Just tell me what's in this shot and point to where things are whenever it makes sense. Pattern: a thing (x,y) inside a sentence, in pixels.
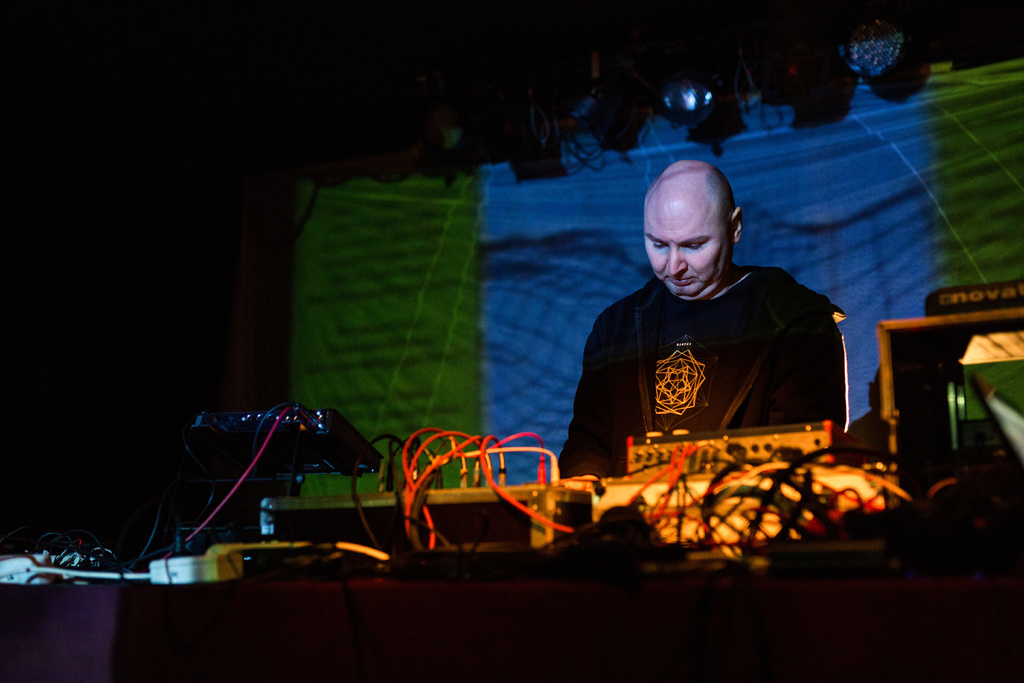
In this picture I can observe a man (628,357) on the right side (689,329). In front of him there is an equipment (596,488). In the background (484,350) I can observe screen (500,306).
